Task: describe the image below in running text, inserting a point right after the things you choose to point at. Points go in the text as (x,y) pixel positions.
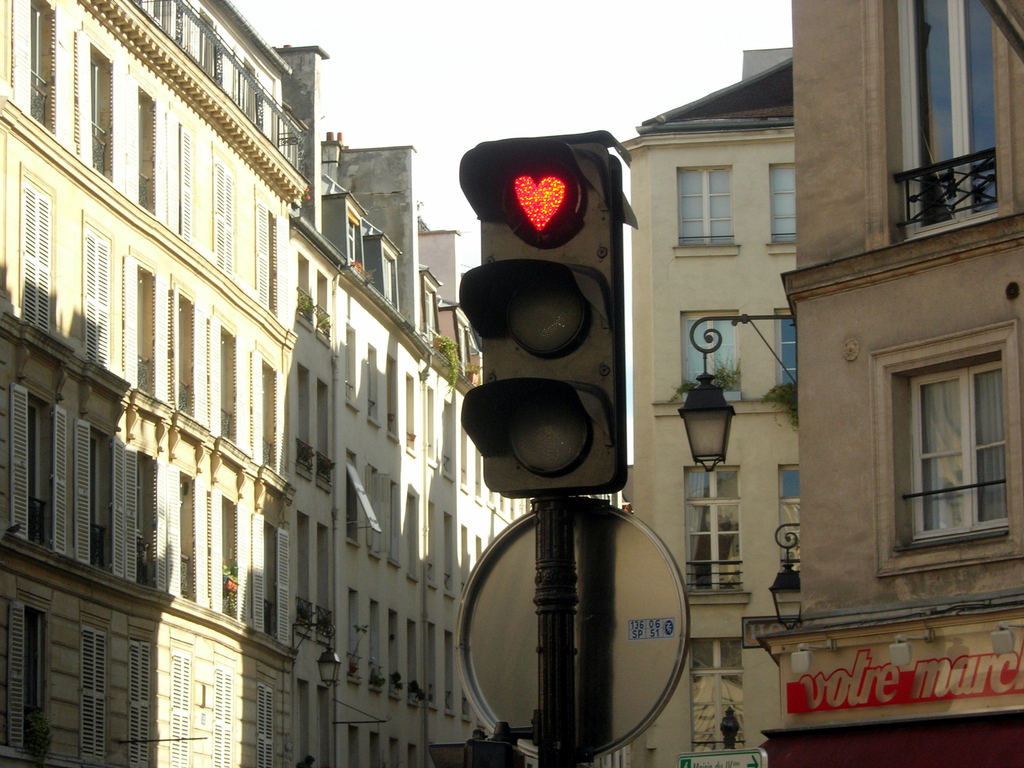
This is a traffic signal (538,419), which is attached to a pole (556,600). These are the buildings (755,208) with the windows (724,215). I can see the lamps (795,584). This looks like a name board (857,652).
